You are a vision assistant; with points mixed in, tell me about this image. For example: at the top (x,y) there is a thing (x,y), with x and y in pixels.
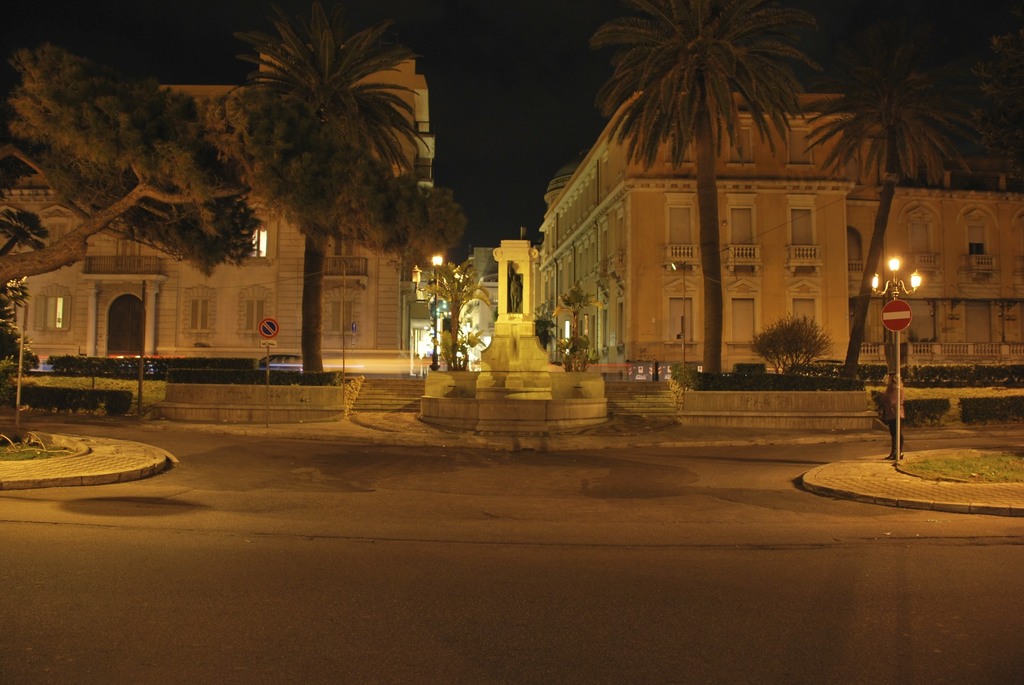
In this picture I can see poles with lights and boards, there are plants (778,321), trees (659,58), there are buildings (497,273), and there is dark background (596,18).
